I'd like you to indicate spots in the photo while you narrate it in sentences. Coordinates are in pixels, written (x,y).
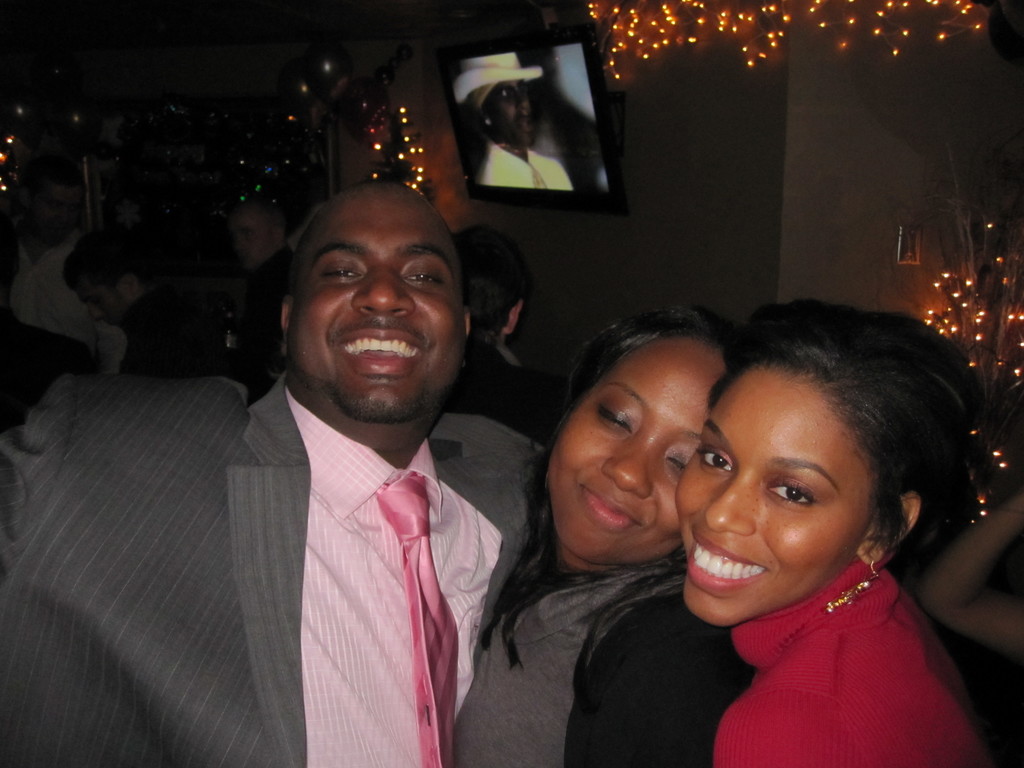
In this image there is a man (324,420) and two women (689,471) posing for the camera with a smile on their face (372,401), behind them there are a few other people (469,265), in the background of the image (488,175) there is a wall mounted television (532,100) on the wall (666,184), and the wall (634,117) is decorated with lights (636,21).
